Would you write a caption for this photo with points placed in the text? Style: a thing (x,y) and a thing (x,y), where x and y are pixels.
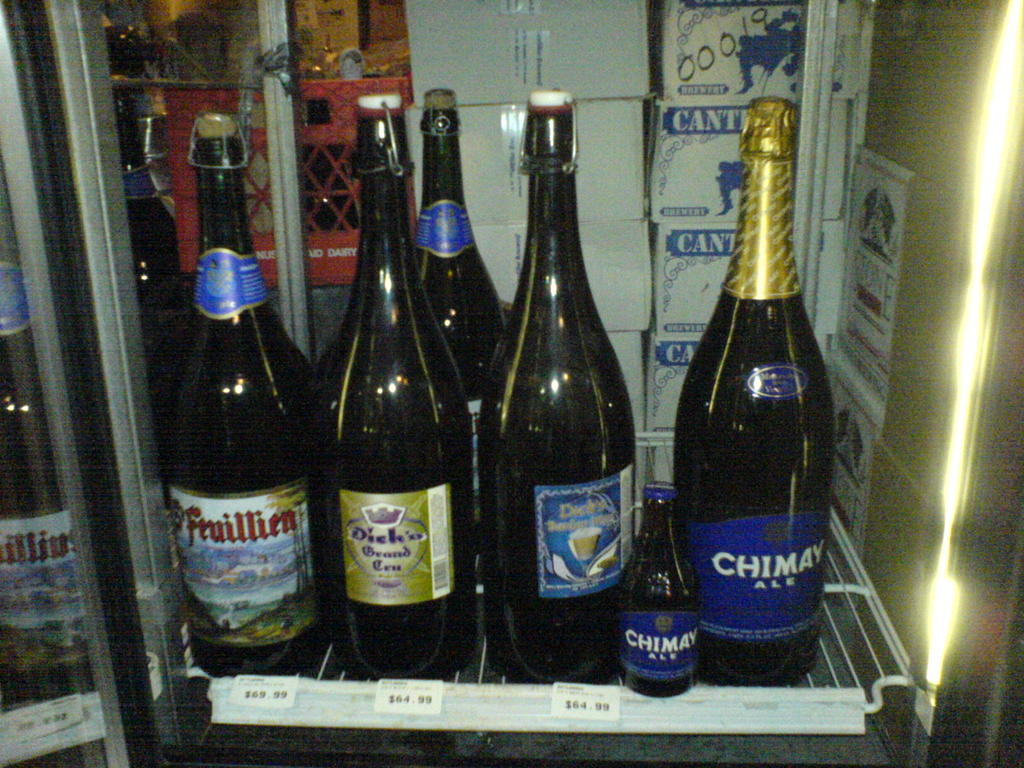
Here we can see bottles (693,683) on grills (357,718). Background (505,20) we can see cardboard boxes (546,12).
